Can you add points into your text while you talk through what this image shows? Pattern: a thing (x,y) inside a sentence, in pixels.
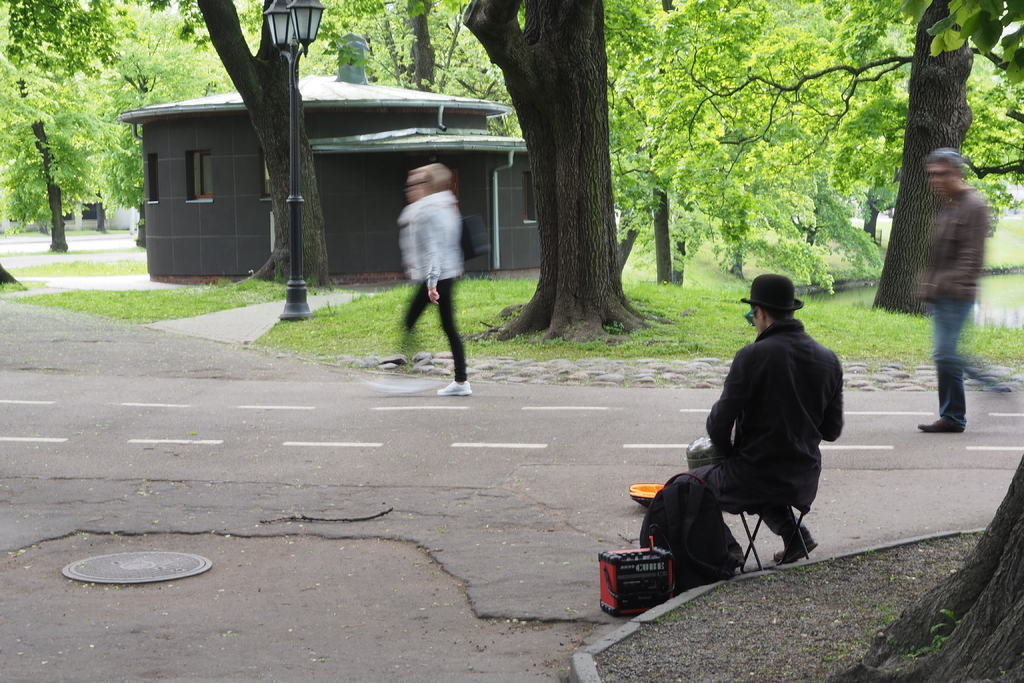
In this picture we can see people (772,391) on the road (193,508), one person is sitting, here we can see a manhole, bag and some objects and in the background (40,180) we can see trees (877,144), shed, pole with lights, water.
